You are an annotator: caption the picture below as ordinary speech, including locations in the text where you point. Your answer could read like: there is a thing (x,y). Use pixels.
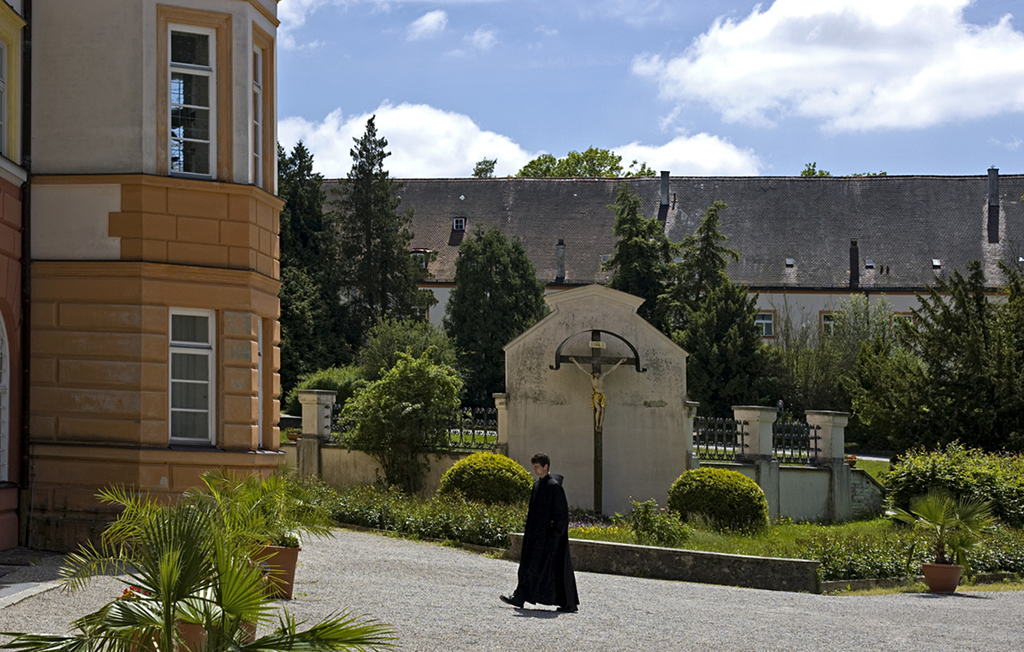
This picture is clicked outside. In the center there is a person (553,545) wearing black color dress (550,550) and walking on the ground (530,616) and we can see the potted plants (212,564), grass (867,532) and a sculpture (604,392) of a person (605,375) and we can see the fence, trees (888,424), plants (979,482) and buildings (193,360) and we can see the windows (196,97) of the buildings (69,360). In the background (474,64) we can see the sky (563,73) and the trees (519,261).
